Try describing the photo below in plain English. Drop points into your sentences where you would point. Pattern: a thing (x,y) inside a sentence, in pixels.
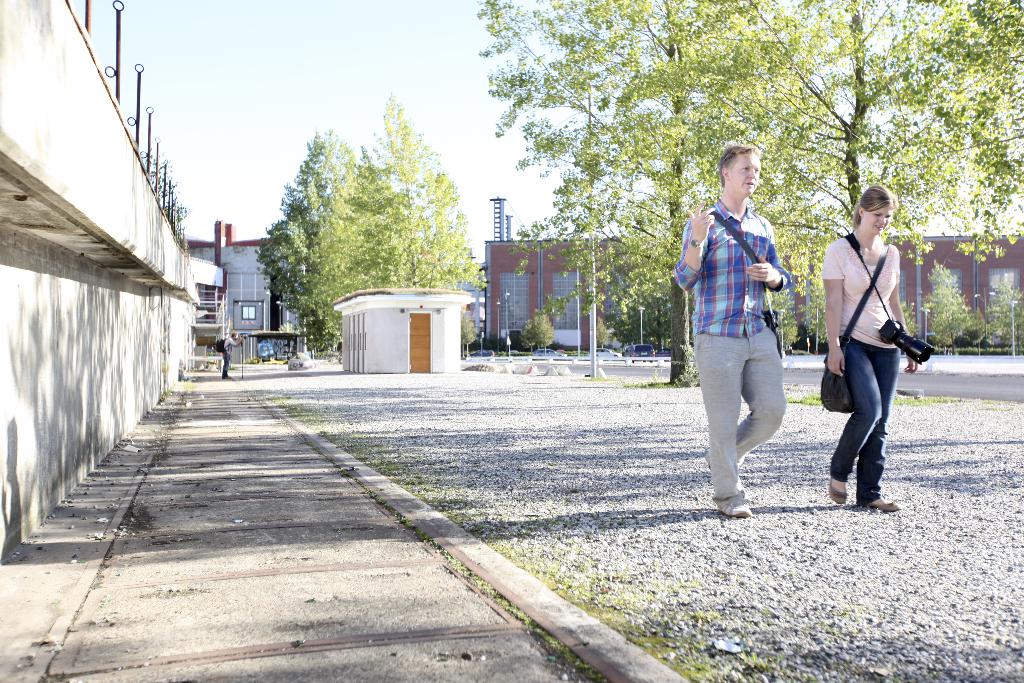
In this picture I can see the path (394,670) in front (399,613) and I can see a man (768,405) and a woman (860,296) who are walking and carrying bags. In the background (268,275) I can see the trees (321,258), few buildings (510,272), poles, a person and the sky (540,155).
